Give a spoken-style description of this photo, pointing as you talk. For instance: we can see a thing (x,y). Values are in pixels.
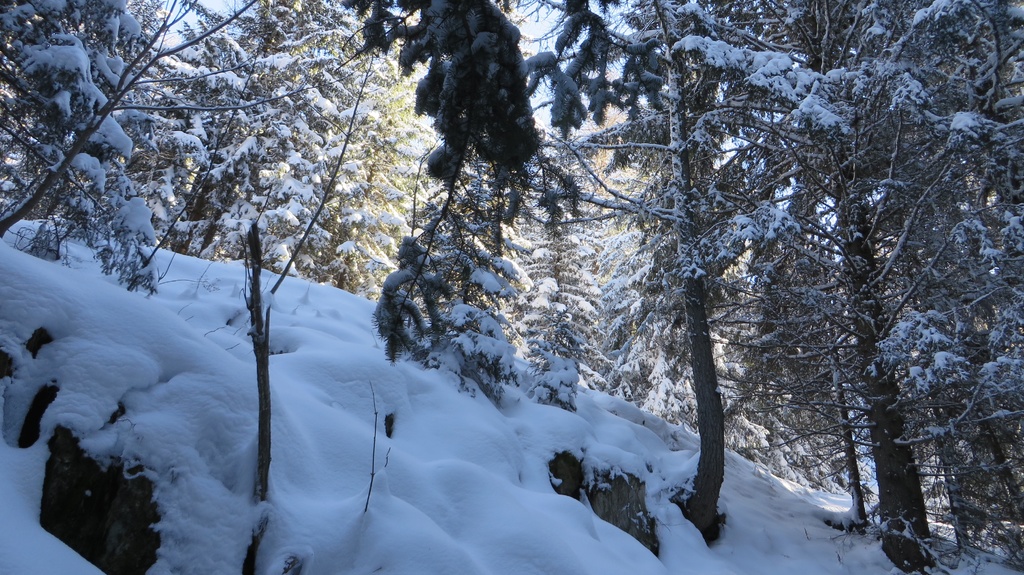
In the picture we can see a slope (838,505) of a hill (838,505) which is covered with full of snow (728,553) and on it we can see some trees (822,328) and on it also we can see a snow (734,362).
